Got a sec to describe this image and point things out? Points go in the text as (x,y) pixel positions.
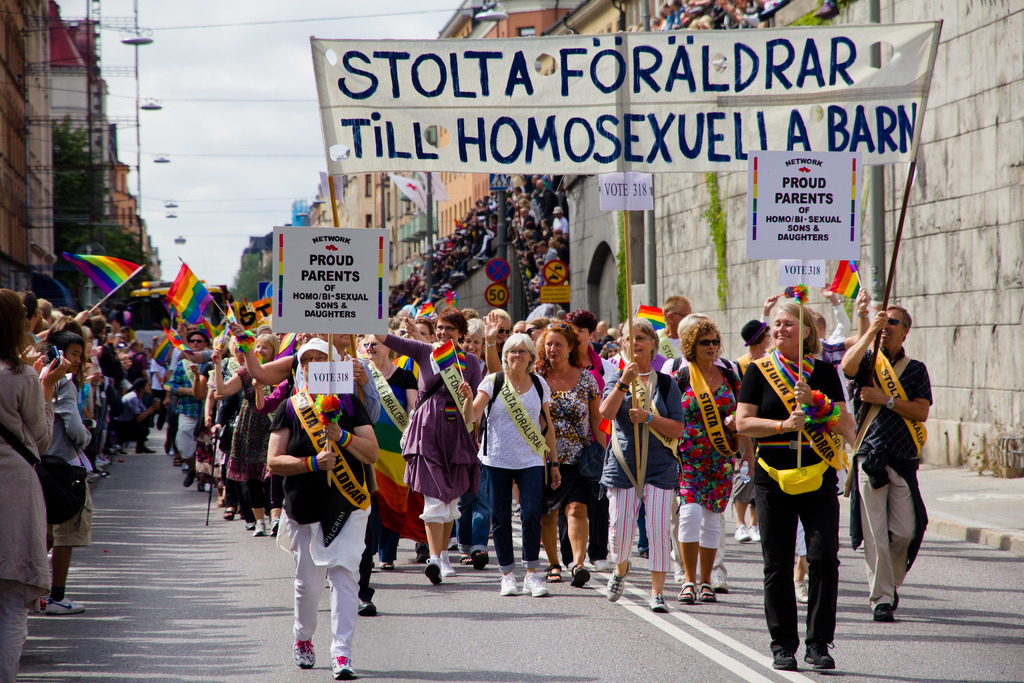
In this picture I can observe some people (511,414) walking on the road (225,535). Some of them are holding boards (342,321) in their hands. There is some text (338,277) on these boards (795,213). Most of them are women (518,375). I can observe buildings (27,131) and trees (93,231) on either sides of the road (215,503). In the background (212,211) there is a sky (226,134).
